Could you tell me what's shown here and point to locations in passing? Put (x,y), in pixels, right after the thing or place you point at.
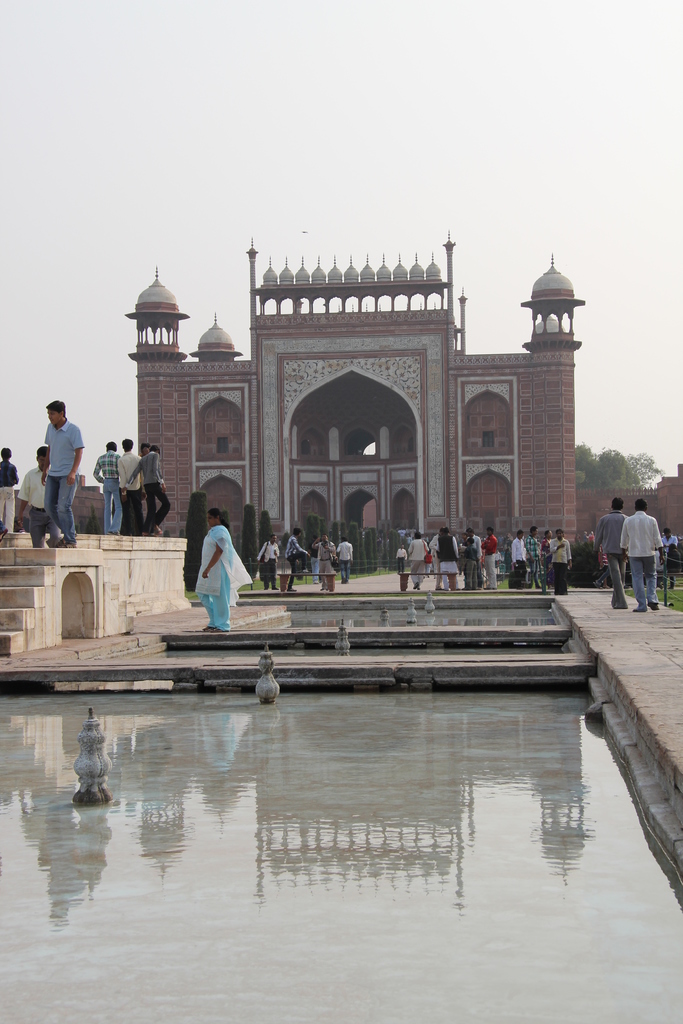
In this image I can see water (297,733) in the front (410,807) and in the background (65,410) I can see number of people (639,520) are standing. I can also see a mosque (466,519) in the background (451,418) and on the right side of it I can see a tree (611,476).
